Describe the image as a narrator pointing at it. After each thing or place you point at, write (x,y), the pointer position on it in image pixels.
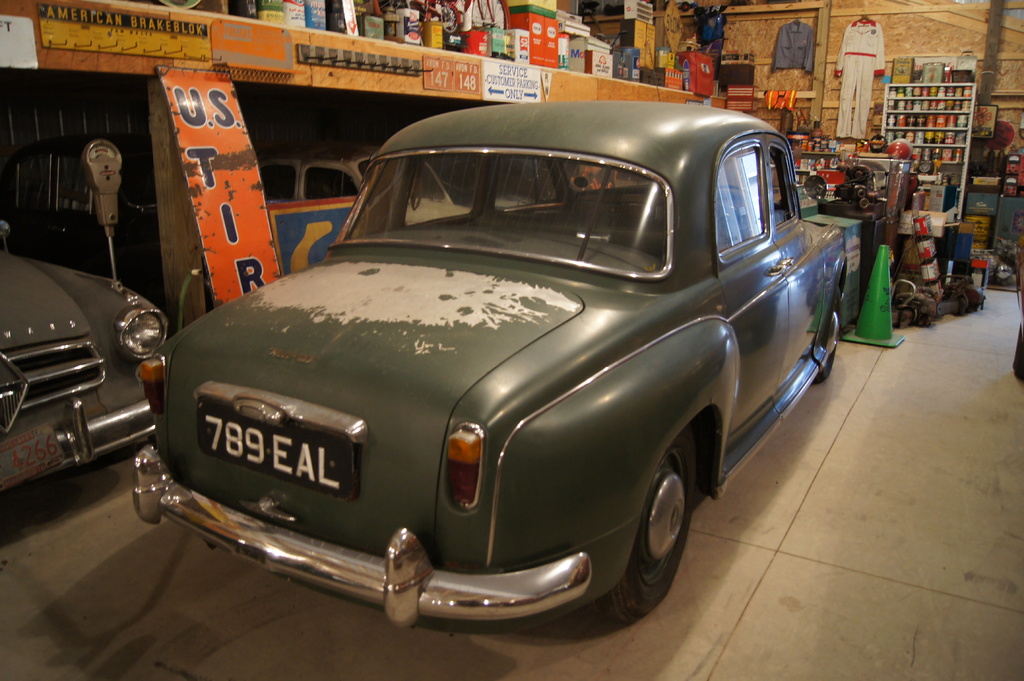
As we can see in the image there are cars (187,396), banners (246,133), boxes (552,24), wall (975,27), traffic cone (881,293), cloths (801,39) and rack (904,101) filled with boxes (913,118).
